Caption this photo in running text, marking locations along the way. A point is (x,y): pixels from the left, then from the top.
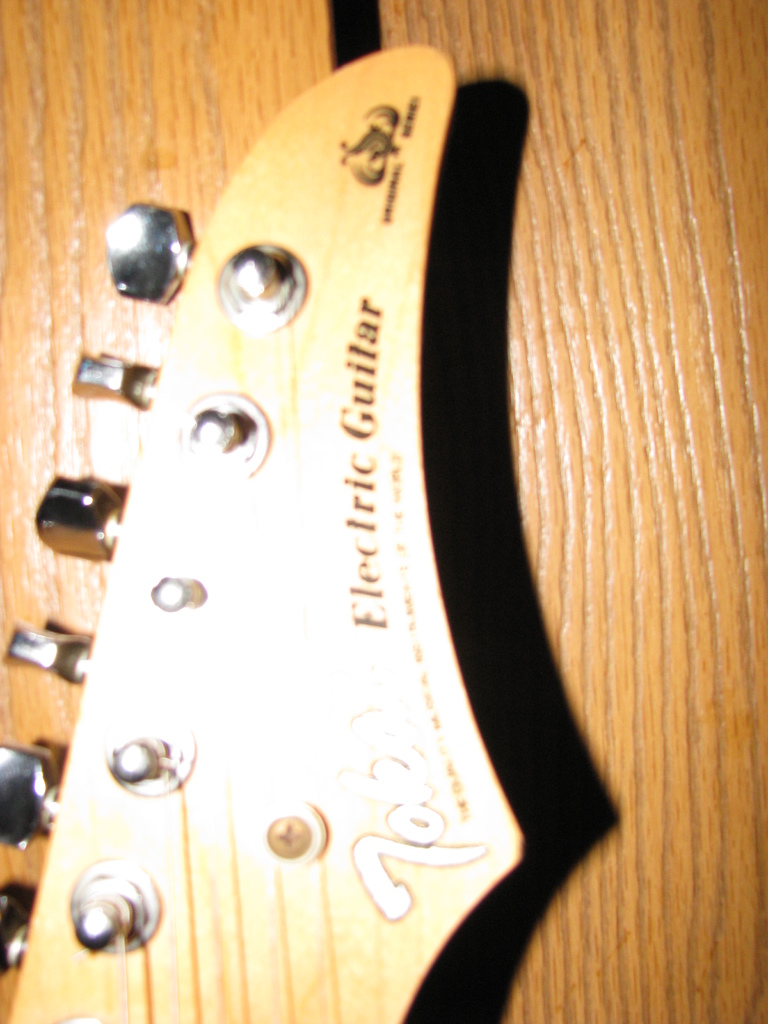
In this image we can see a guitar (285,531).
